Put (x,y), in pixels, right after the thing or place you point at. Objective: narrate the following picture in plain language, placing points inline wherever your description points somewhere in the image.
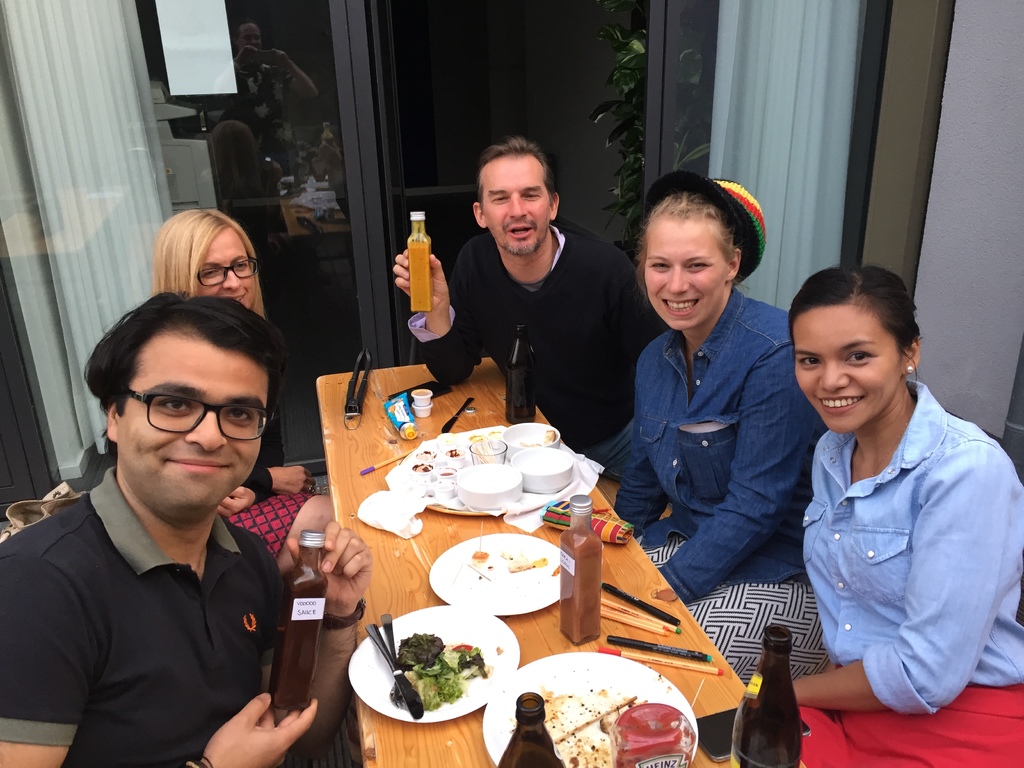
In this picture I can see the food items (659,693) and bottles (753,697) on a dining table (539,623), a group of people (757,572) are sitting around the dining tables (637,570). In the background (44,252) I can see the glass walls (293,190) and curtains (93,151).
